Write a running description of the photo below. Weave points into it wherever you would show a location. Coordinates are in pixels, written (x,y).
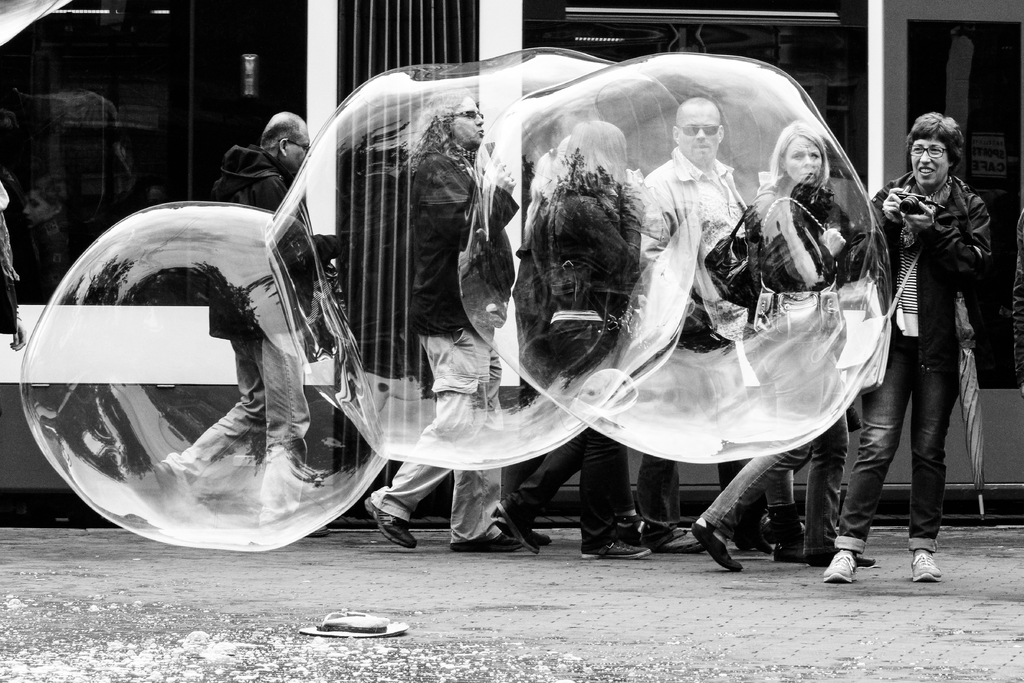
In this image I can see the black and white picture in which I can see huge water bubbles (324,344) in the air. I can see few persons (418,243) are standing on the ground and one of them is holding a camera (922,204) in hand (927,213). In the background (744,46) I can see a building (842,32).
